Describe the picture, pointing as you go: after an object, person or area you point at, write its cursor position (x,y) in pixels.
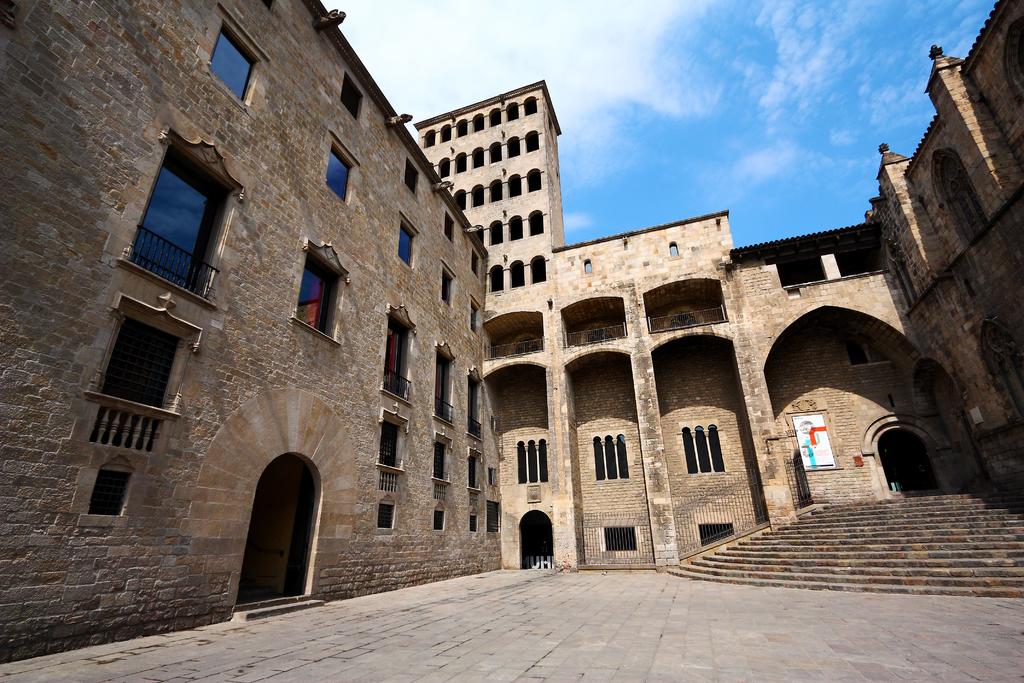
In this image I can see a building (712,368) along with windows (437,391). At the bottom (451,662), I can see the floor (596,649). On the right side (920,530) there are few stairs (864,539). At the top of the image (724,106) I can see the sky (625,73) and clouds (554,54).
